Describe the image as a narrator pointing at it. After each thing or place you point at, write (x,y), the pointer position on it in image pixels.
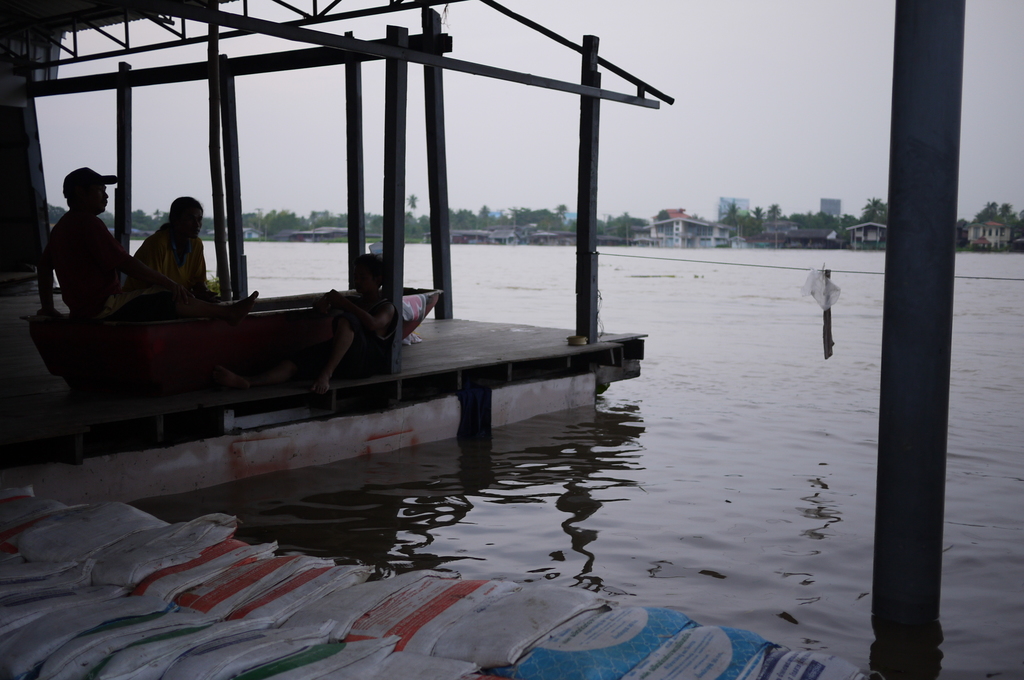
In this picture I can see water (369,501). I can see three people (199,315) sitting on the surface (182,398). I can see the buildings (624,241) and trees (632,223) in the background (684,213). I can see clouds (729,173) in the sky (728,128).
